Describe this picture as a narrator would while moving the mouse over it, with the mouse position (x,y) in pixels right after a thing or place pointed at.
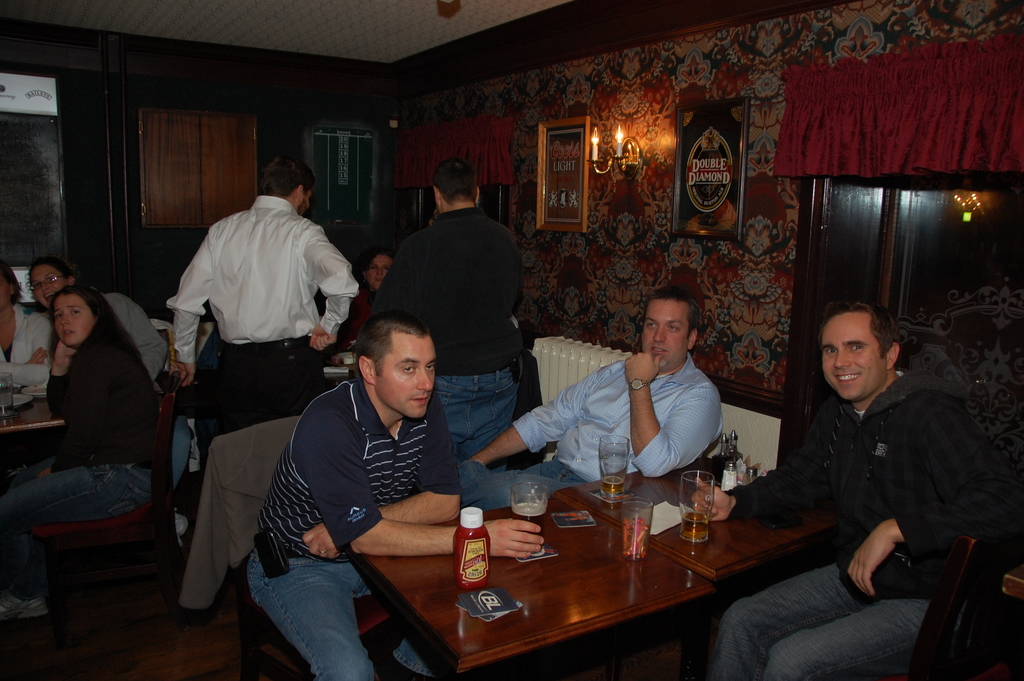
3 men (332,469) are sitting in the chairs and there are beer glasses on this table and a lamp (621,159) on the wall (601,152). On the left (176,434) 3 women (132,390) are sitting on the chairs (83,543).
